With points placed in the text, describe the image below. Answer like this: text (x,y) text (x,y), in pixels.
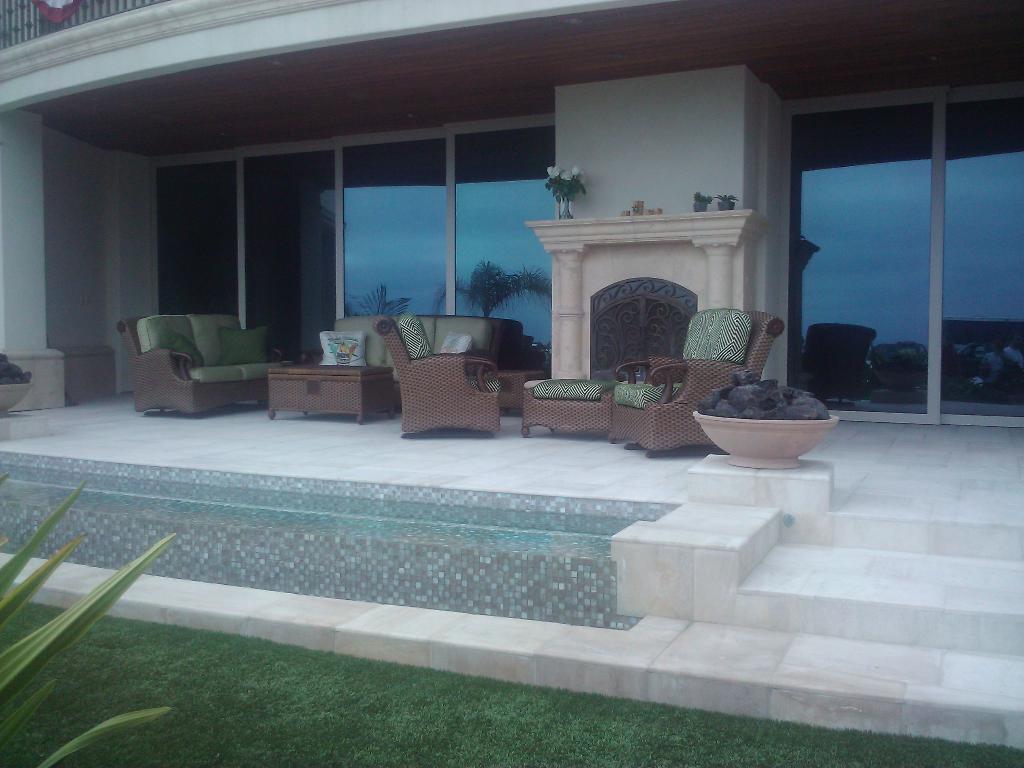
This is a building (390,53). We can see windows (967,193), flower vases (709,207) here. We can see empty sofas (211,370) and chairs (651,383) with pillows (236,336). This is a fresh green grass (222,689).
